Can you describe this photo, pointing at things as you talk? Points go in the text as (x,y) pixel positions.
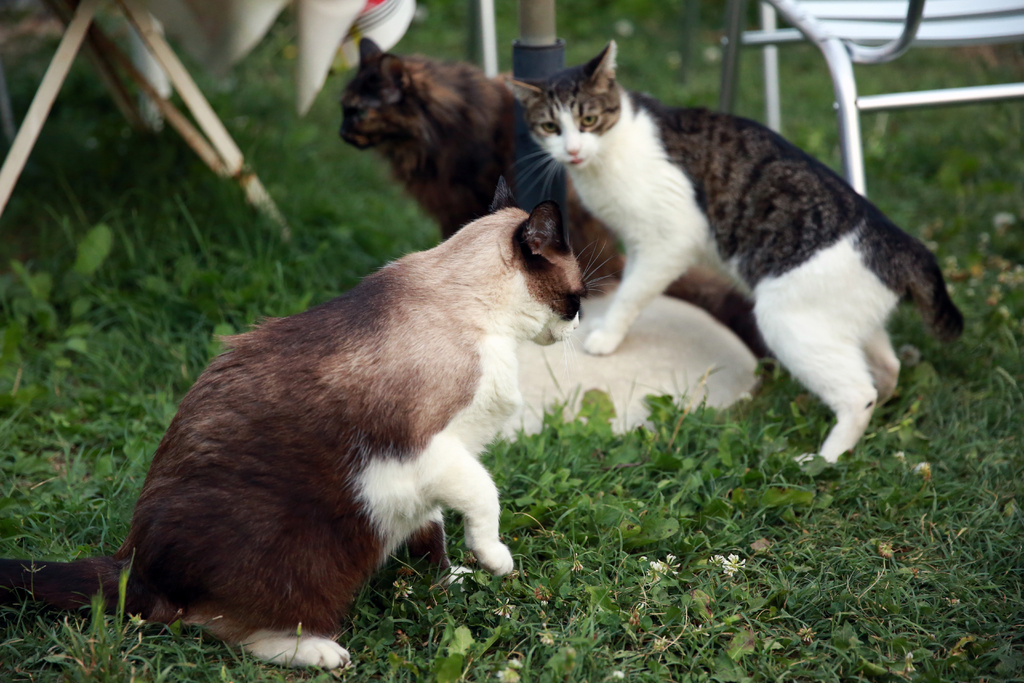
In the image there are cats (390,355) which are in brown, white and black color. They are standing on the grass (655,441). At the top of the image (901,39) behind the cats (207,485) there are rods (88,38) and also there is a chair (867,62).
